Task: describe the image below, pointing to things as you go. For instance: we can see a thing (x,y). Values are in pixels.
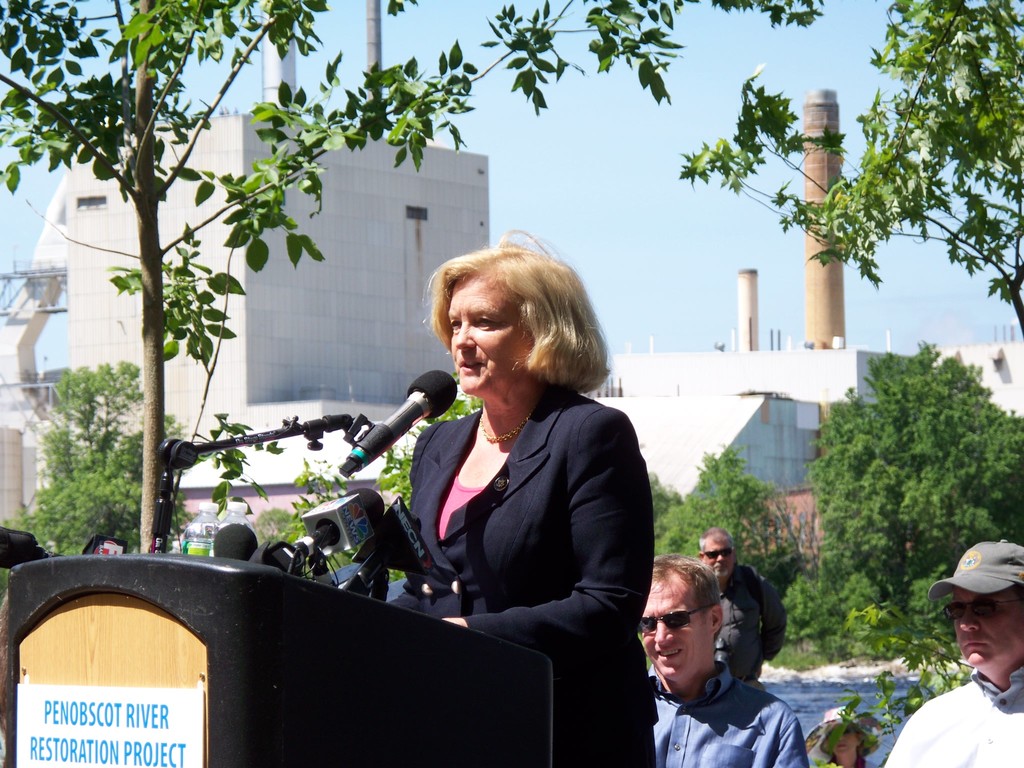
In this image we can see a woman (523,517) standing in front of the podium (390,618) and also the mikes (303,544). We can also see the text board (148,750). We can see the buildings (8,435), trees (1006,471), sky (613,130), smoke towers (826,336) and also the people (657,570).
